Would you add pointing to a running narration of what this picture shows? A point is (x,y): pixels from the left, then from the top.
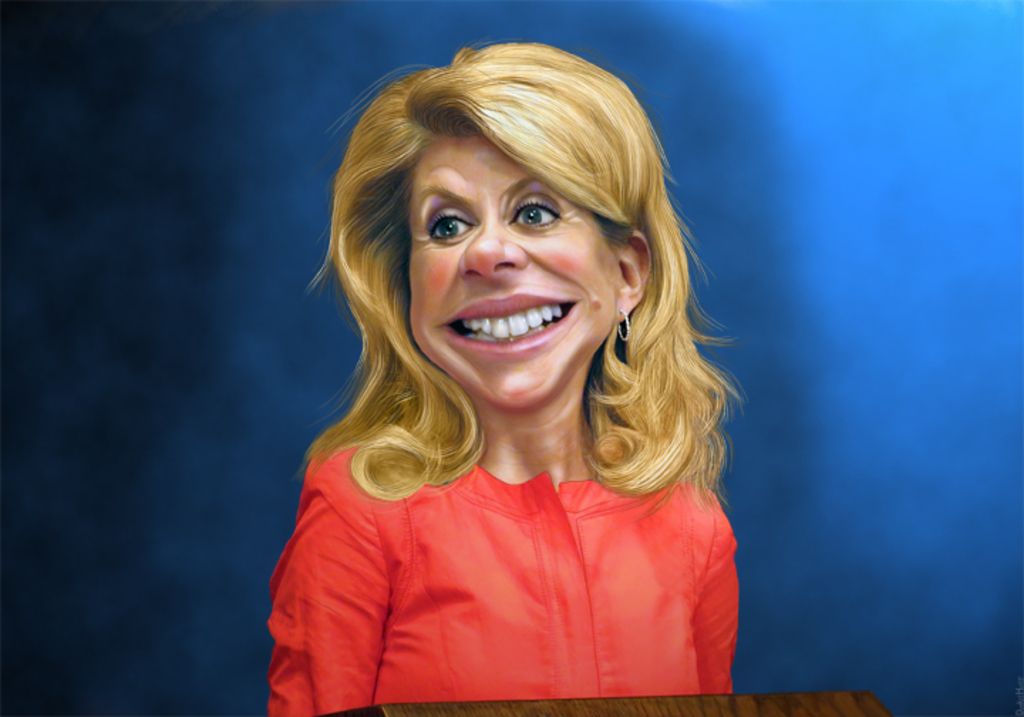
This picture looks like a painting of a woman (412,624) with blue color background (948,657).
